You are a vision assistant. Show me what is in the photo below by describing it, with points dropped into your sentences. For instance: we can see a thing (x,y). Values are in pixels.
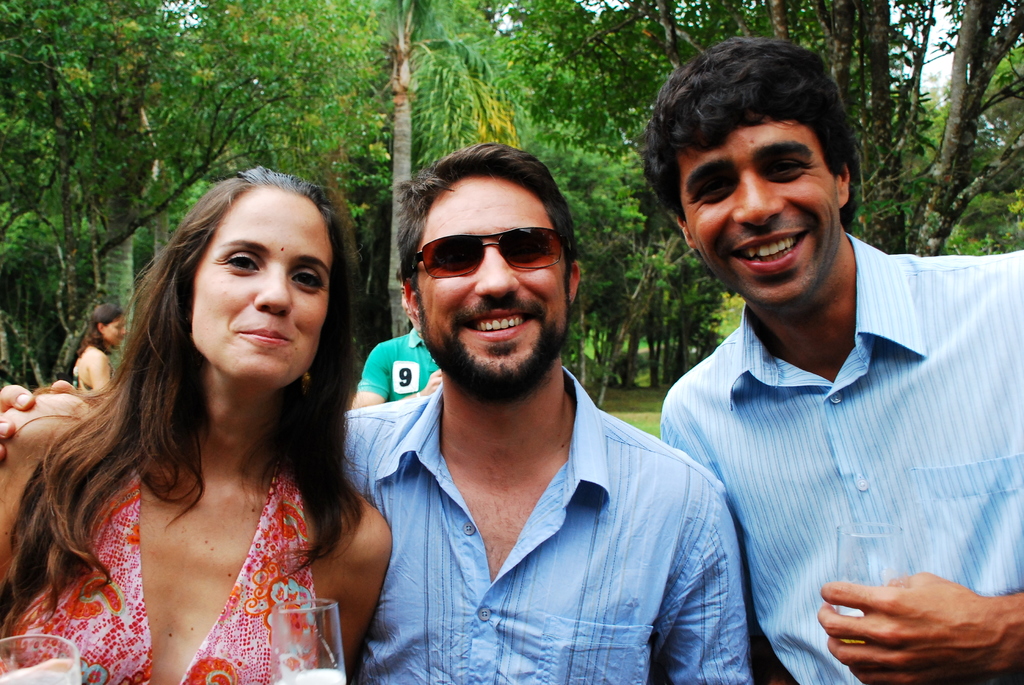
In the foreground of the image (322,348) there are people (561,490). In the background of the image (455,141) there are trees (578,26).
